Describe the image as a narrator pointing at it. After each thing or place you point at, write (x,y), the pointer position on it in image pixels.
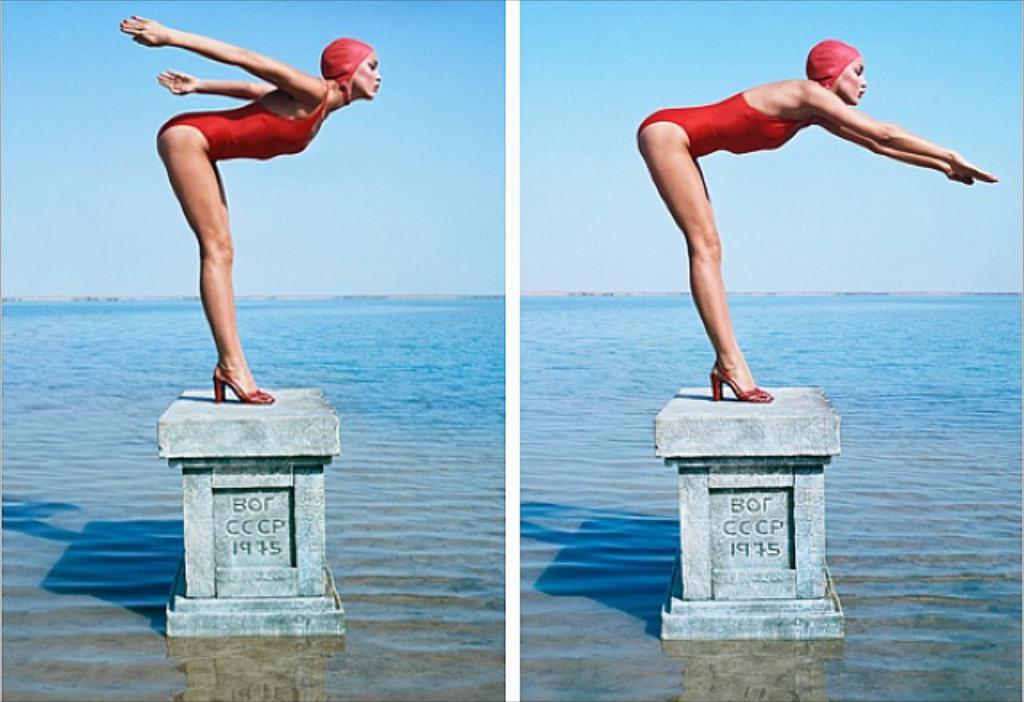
This is the collage image in which there is a woman (200,250) standing on the pillar (266,462) with some text (257,544) written on it and there is water (454,337).
